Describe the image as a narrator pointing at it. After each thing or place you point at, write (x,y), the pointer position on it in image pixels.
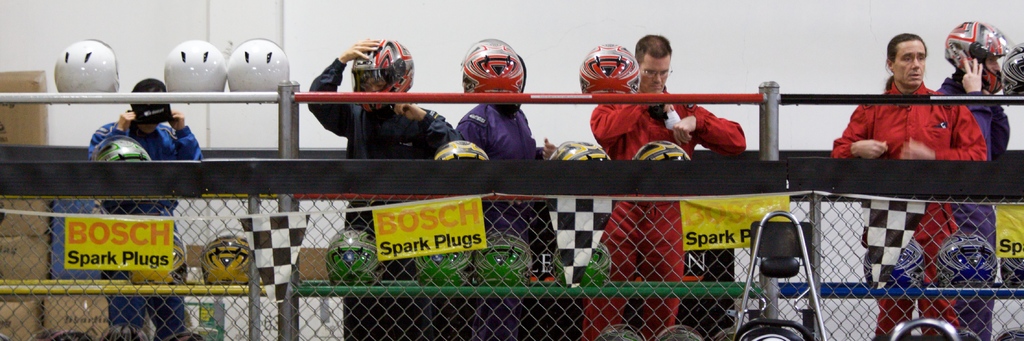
There is a mesh fencing (417,221). On that there are some posters (407,229) and flags (568,218). In the back (383,124) there are few people (411,111). Some are wearing helmets (604,55). Also there are helmets (71,50) on the stand (541,99). In the back (622,36) there is a wall (626,33).
